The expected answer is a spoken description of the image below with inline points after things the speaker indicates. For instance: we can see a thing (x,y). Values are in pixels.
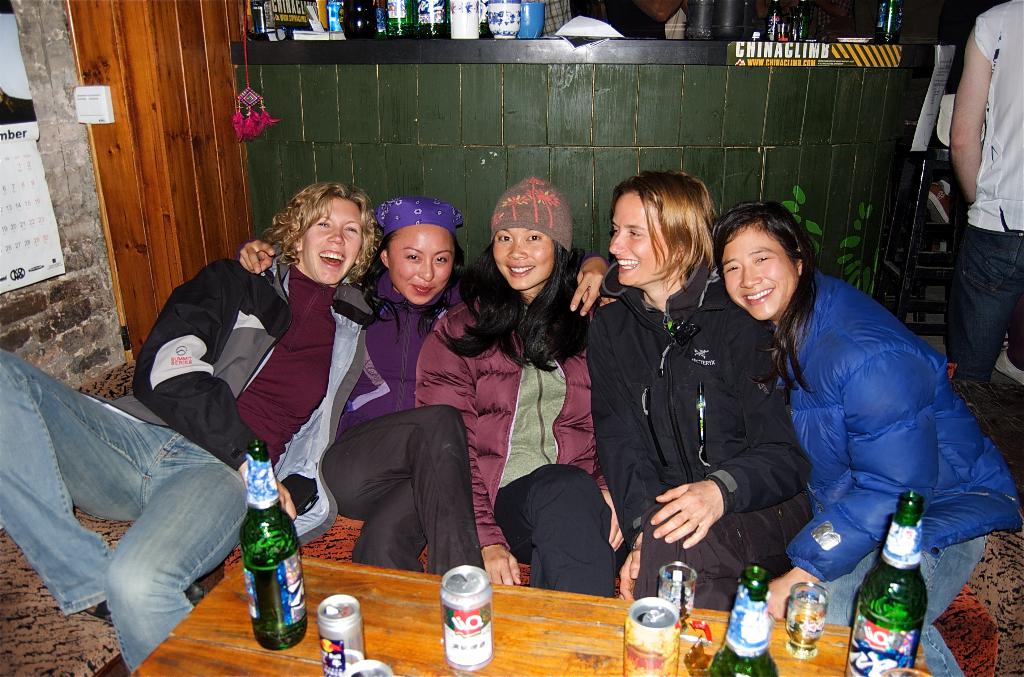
As we can see in the image there is a brick wall (82,229), few people (361,274) sitting over here and there is a table (406,593). On table (429,587) there are bottles (736,614), glasses (808,598) and tins (479,617).
